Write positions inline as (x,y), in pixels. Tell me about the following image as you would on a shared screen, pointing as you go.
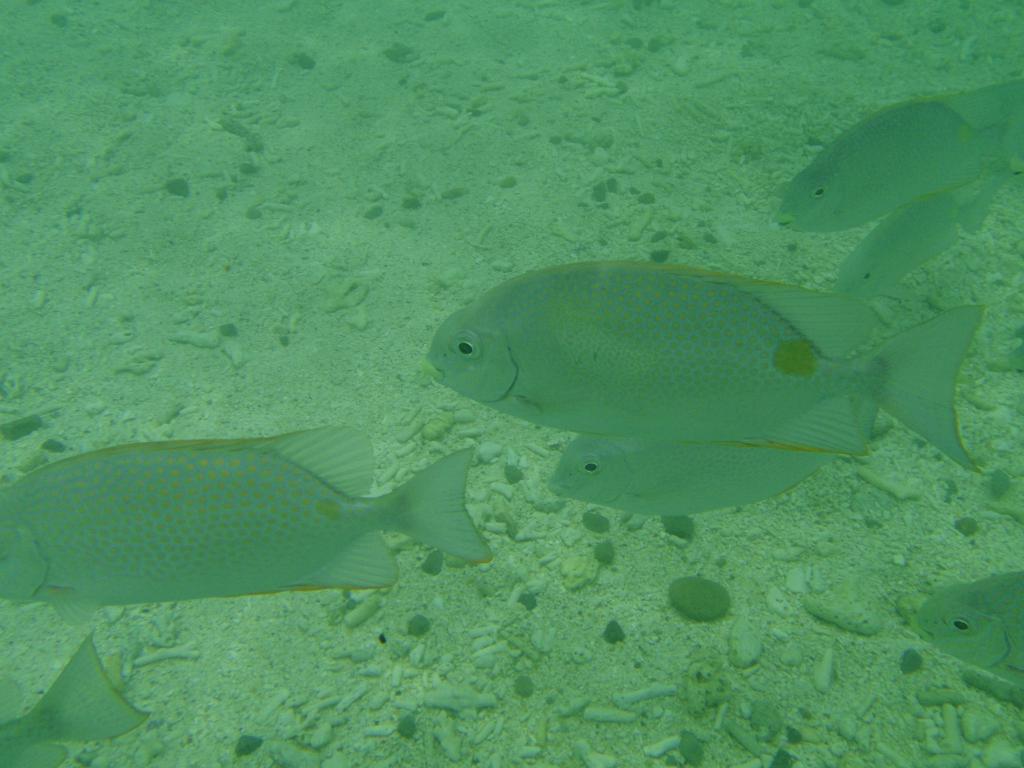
In this image I can see few fishes (174,502) in the water (470,417) which are green in color. I can see the ground (255,266) and few small rocks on the ground (278,298).
